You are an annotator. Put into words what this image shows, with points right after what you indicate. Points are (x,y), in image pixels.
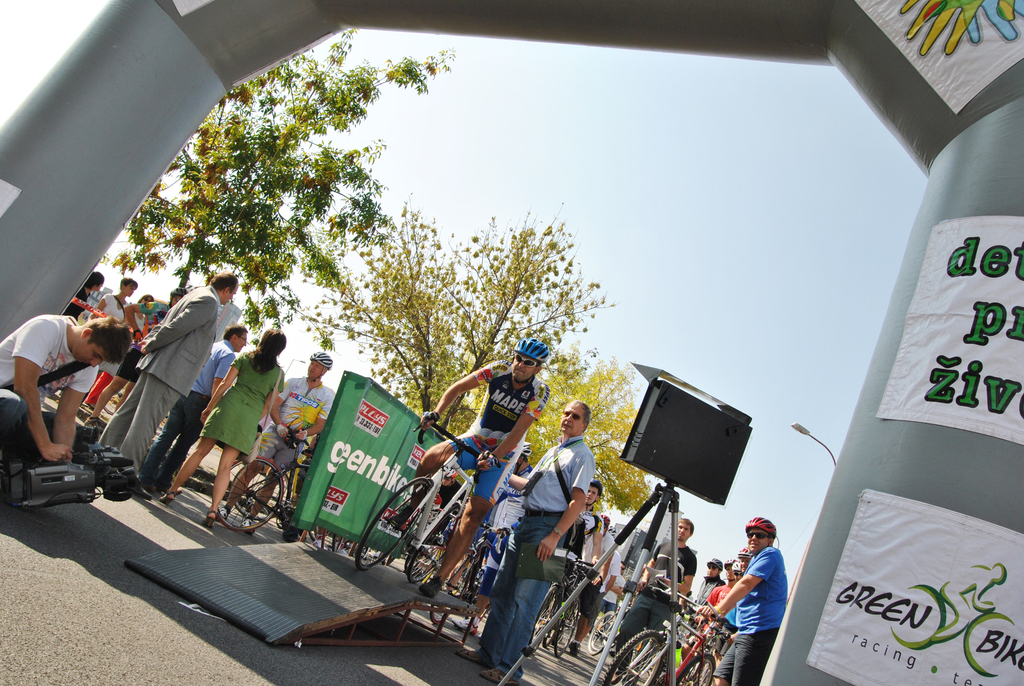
As we can see in the image there is a sky (581,153), trees (549,302), banner (363,434), few people (196,338) standing and sitting here and there and there are bicycles (433,571).
